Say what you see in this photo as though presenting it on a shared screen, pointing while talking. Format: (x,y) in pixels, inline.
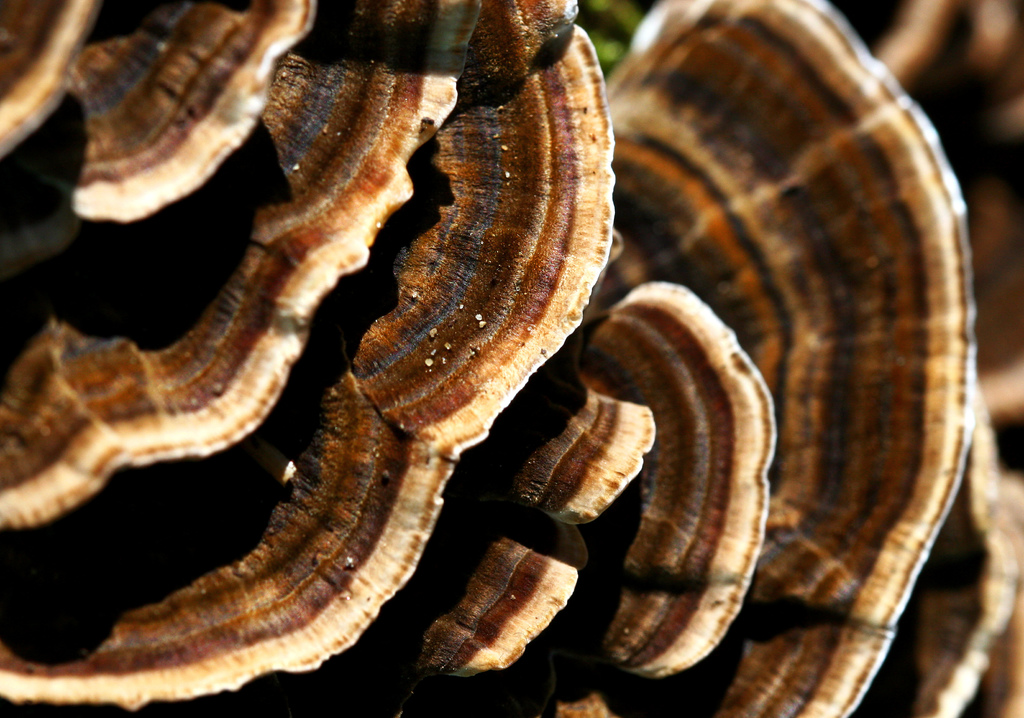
In this image I can see few objects (551,327) they are in brown, black and cream color, and I can see black color background (511,480).
